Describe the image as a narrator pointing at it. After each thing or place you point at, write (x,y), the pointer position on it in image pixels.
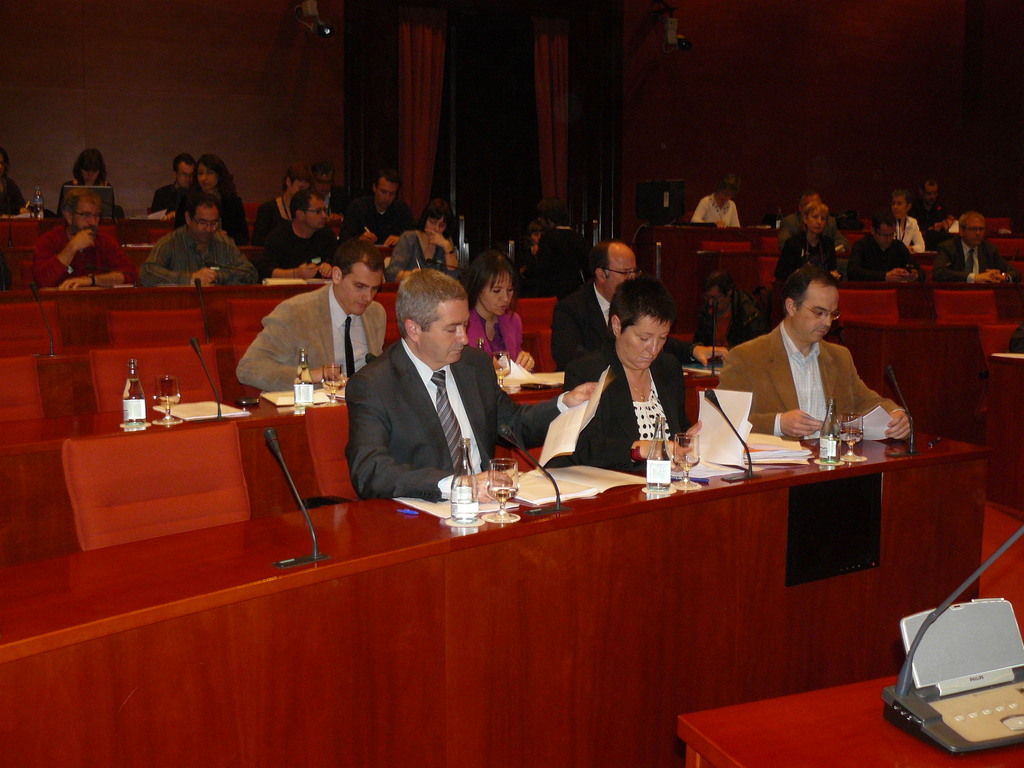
In this image, there are a few people (647,410). We can see some tables (711,511) with objects (475,518) like microphones (1004,550), bottles (465,452) and glasses (507,486). We can see the ground (1017,554). We can also see an object (943,658) on one of the tables (894,657) on the right (947,641). We can see some curtains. We can see the wall (670,57). We can see some white colored objects (673,24).
